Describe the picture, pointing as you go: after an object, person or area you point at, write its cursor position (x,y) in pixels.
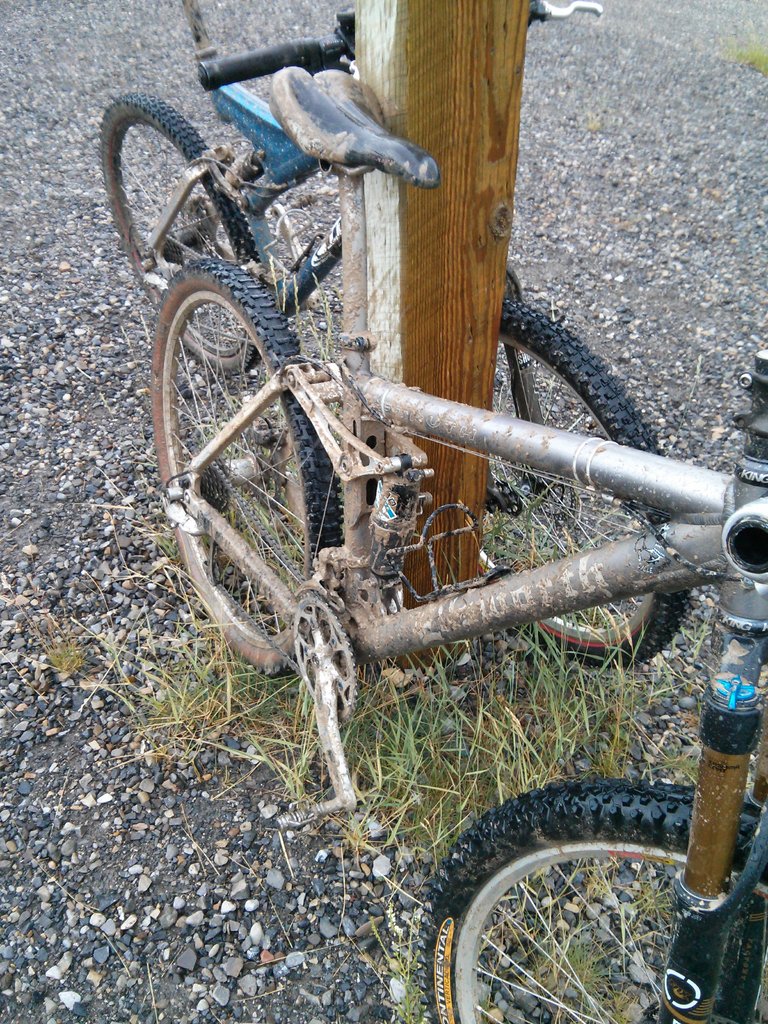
This image is taken outdoors. At the bottom of the image (206,920) there is a ground (227,912) with a few pebbles (82,426) on it. In the middle of the image (411,442) there is a wooden pole (465,256) and two bicycles (576,641) are parked on the ground (610,676).
